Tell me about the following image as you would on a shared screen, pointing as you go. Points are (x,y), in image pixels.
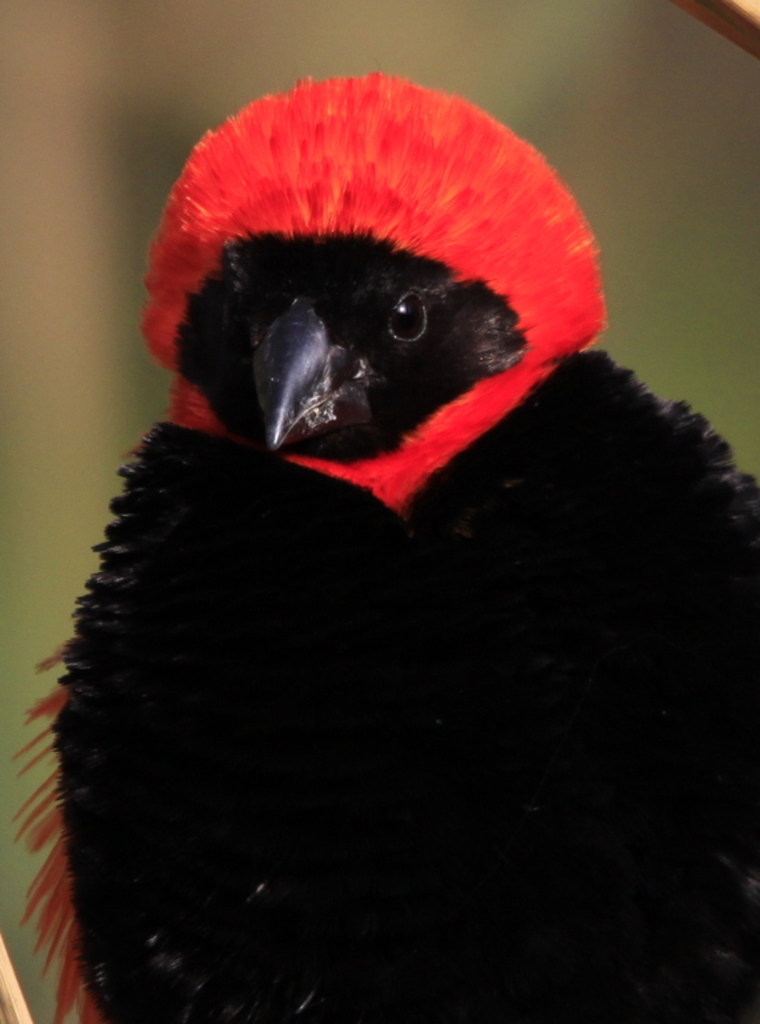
In the center of the image (299,618) we can see a bird (414,789).
